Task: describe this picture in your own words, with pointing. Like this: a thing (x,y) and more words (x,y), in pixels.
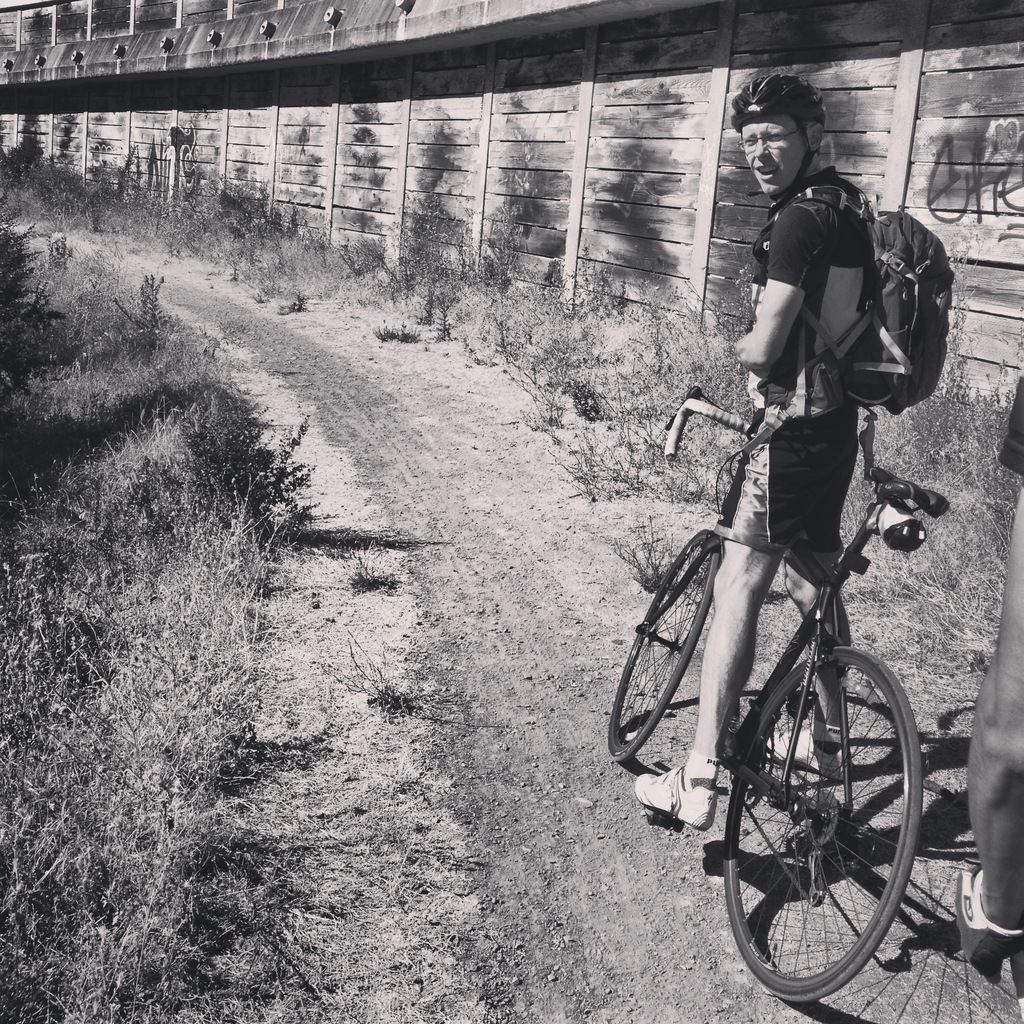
In this image on the right (839,351), there is a man (821,333), he wears a t shirt (831,246), trouser (824,473), shoes (657,788), bag (856,340) and helmet (784,103), he is riding a bicycle (822,830), behind him there is a person (977,782). In the middle (582,365) there are plants (85,643), grassland (211,400) and wall (293,114).
